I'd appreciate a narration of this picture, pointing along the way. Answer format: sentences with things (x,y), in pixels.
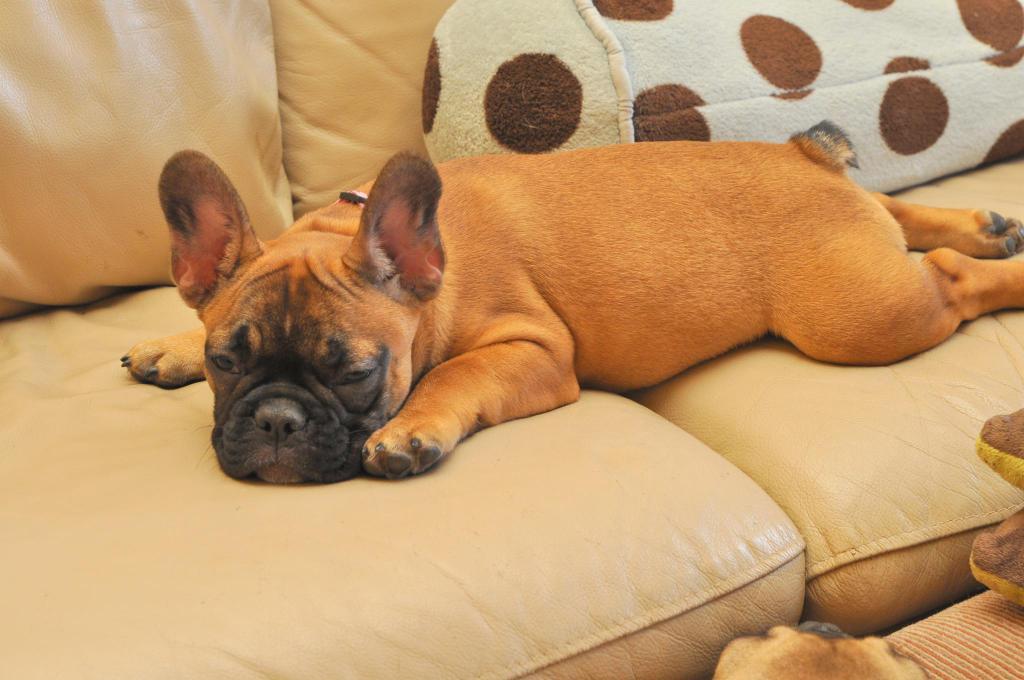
There is a dog (496,355) on sofa (691,500) and we can see pillow (709,64).
